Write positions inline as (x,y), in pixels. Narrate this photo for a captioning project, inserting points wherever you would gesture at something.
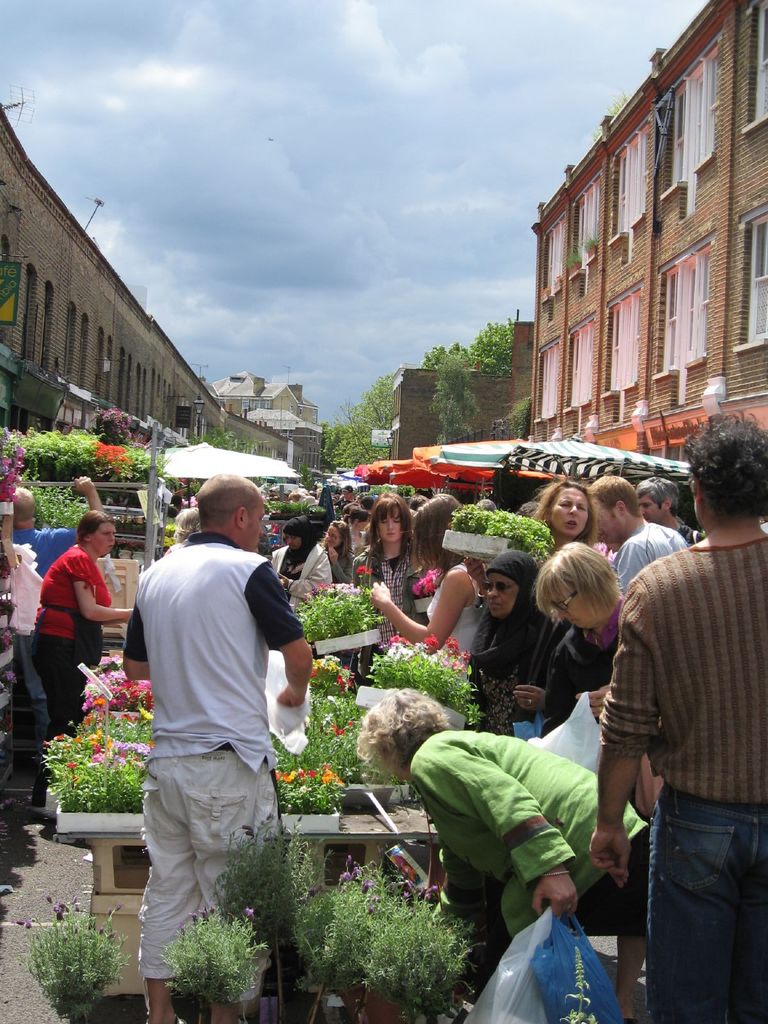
In this picture we can see some men (185,802) and women (564,646) standing in the open market (329,688) and purchasing the green plant (387,680). In the front (220,777) there is a man (226,629) wearing a white t-shirt (220,638) and standing. On both sides we can see buildings (262,411). On the top (275,186) there is a sky (279,171) and clouds (279,171).
